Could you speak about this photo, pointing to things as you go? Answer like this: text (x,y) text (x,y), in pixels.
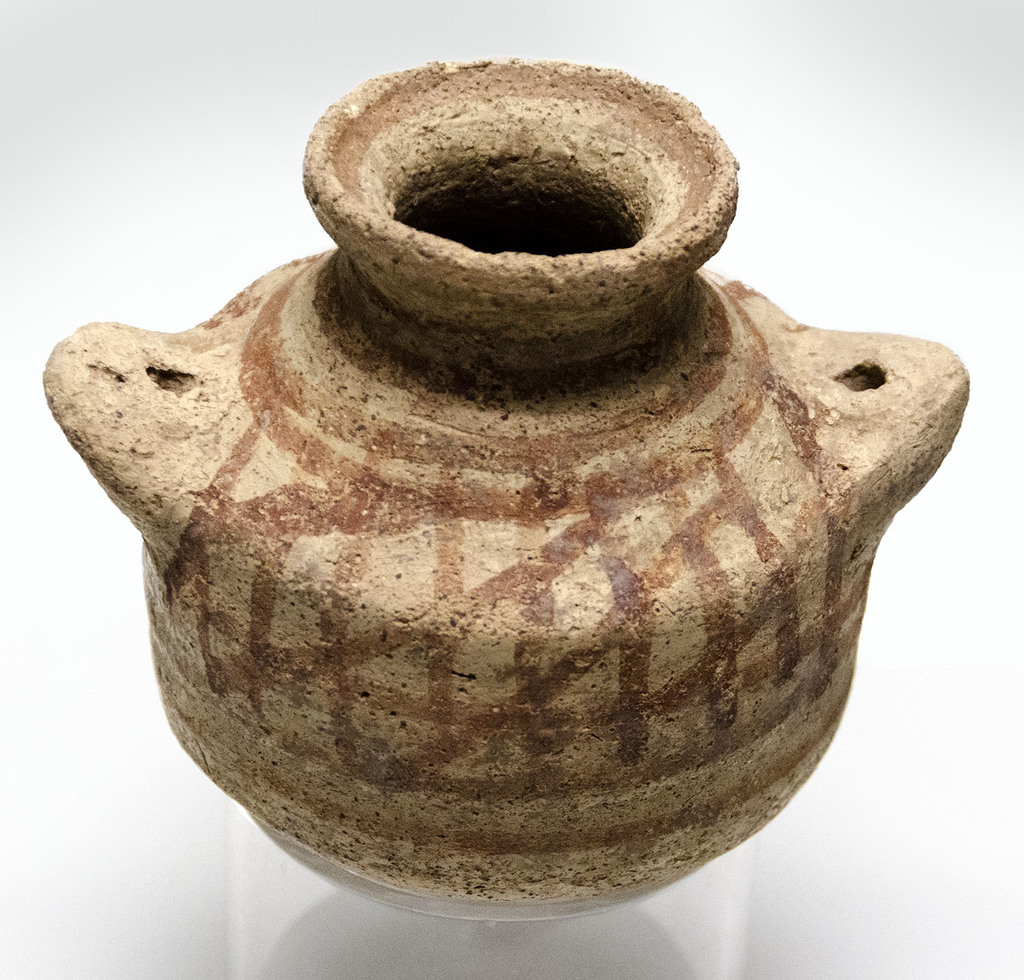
In this image I can see the pot (379,554) which is in brown color. It is on the white color surface (671,920).
